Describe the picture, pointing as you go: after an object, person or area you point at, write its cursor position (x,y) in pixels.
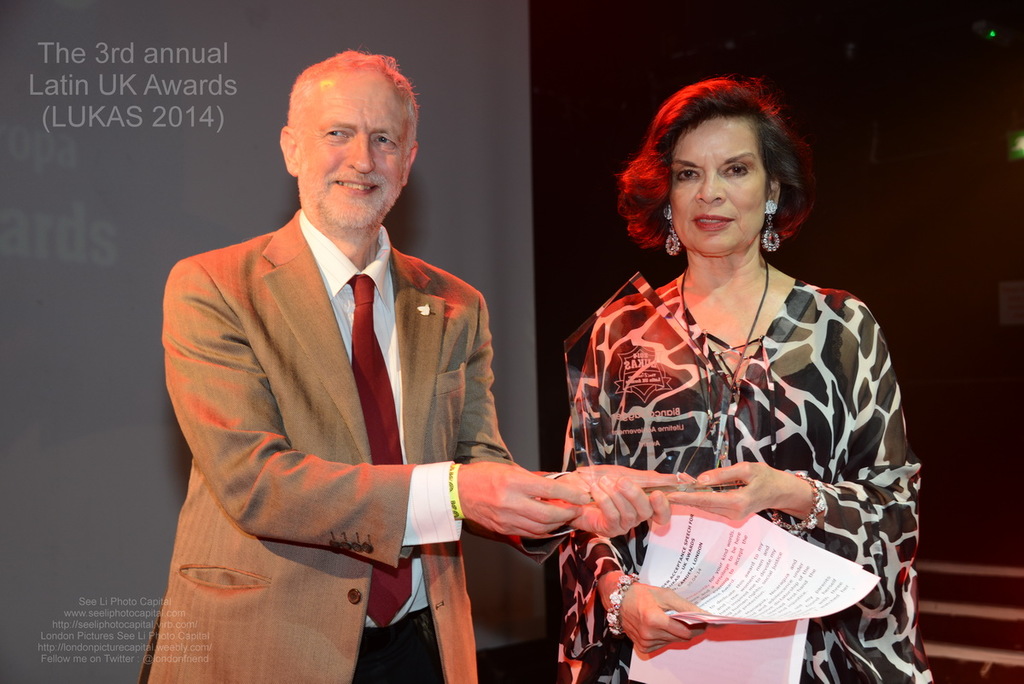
In this picture we can see the man (340,446) wearing brown color suit (364,431), standing and giving the award (702,373) to the women (817,408) wearing a black top (817,432). Behind there is a grey banner (177,175) and dark background (627,26).
